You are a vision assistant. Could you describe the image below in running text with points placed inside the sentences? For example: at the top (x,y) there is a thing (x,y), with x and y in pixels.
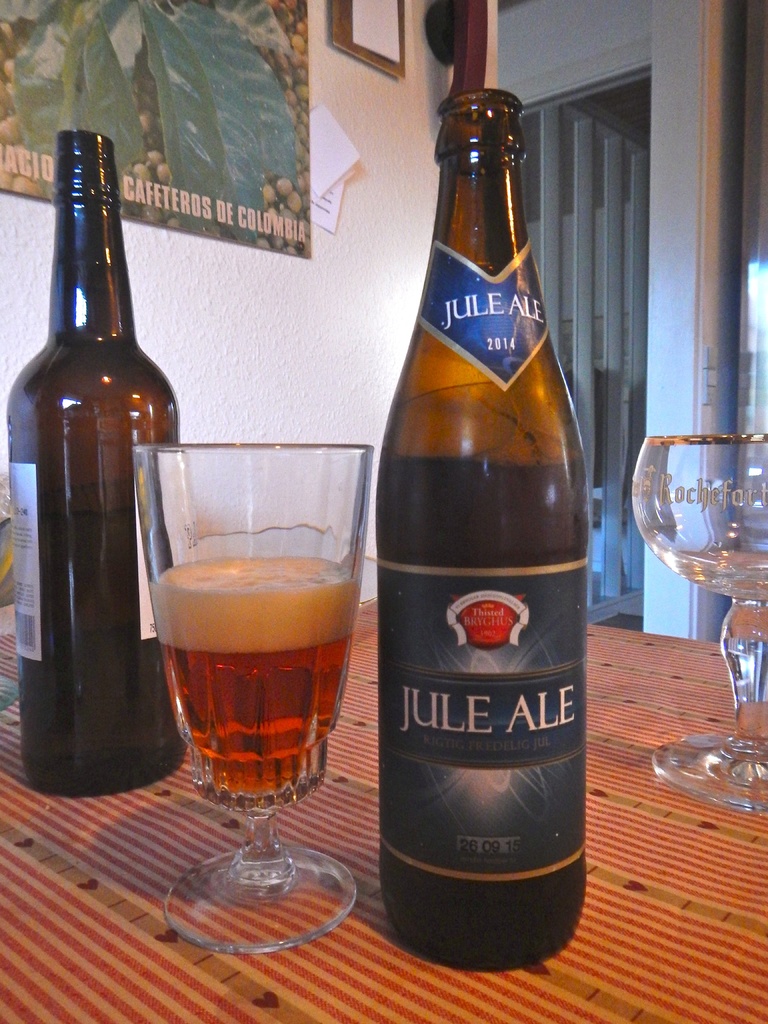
In this picture we can see bottle (86,414), glass (242,459) with drink (270,722) in it and this are on the table (647,785) and in the background (360,94) we can see wall (342,93), frame (371,25), paper (345,160).
